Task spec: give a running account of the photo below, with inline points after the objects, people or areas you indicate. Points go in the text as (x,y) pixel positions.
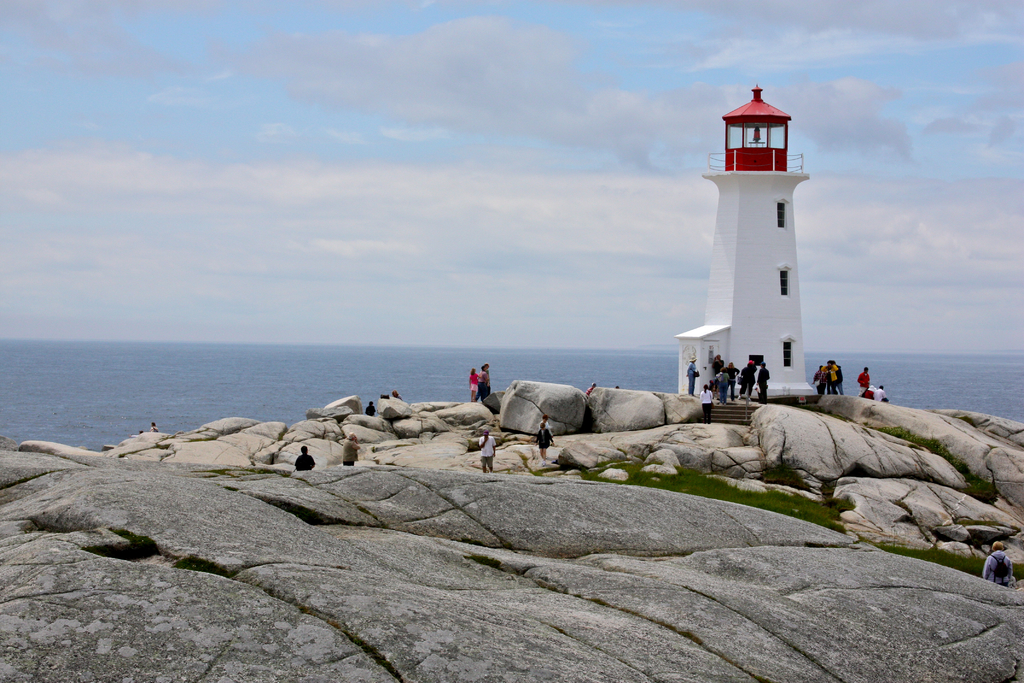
In this picture I can see ocean (235,386), in front we can see tower (736,273), few people (710,397) are on the rocks (312,572).
